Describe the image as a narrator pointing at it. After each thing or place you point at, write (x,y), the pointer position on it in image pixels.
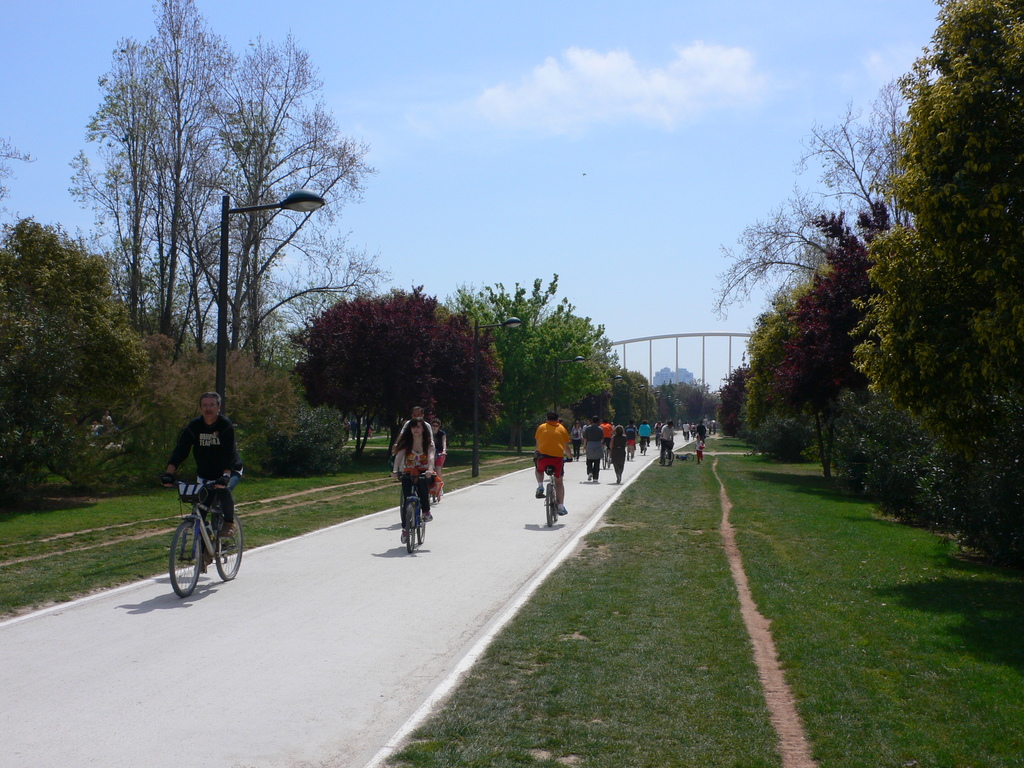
In this image we can see people (422,448) and few of them are riding bicycles (547,495) on the road (279,636). Here we can see grass (778,609), plants (1002,560), trees (966,103), poles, and lights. In the background (541,181) there is sky (760,150) with clouds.
